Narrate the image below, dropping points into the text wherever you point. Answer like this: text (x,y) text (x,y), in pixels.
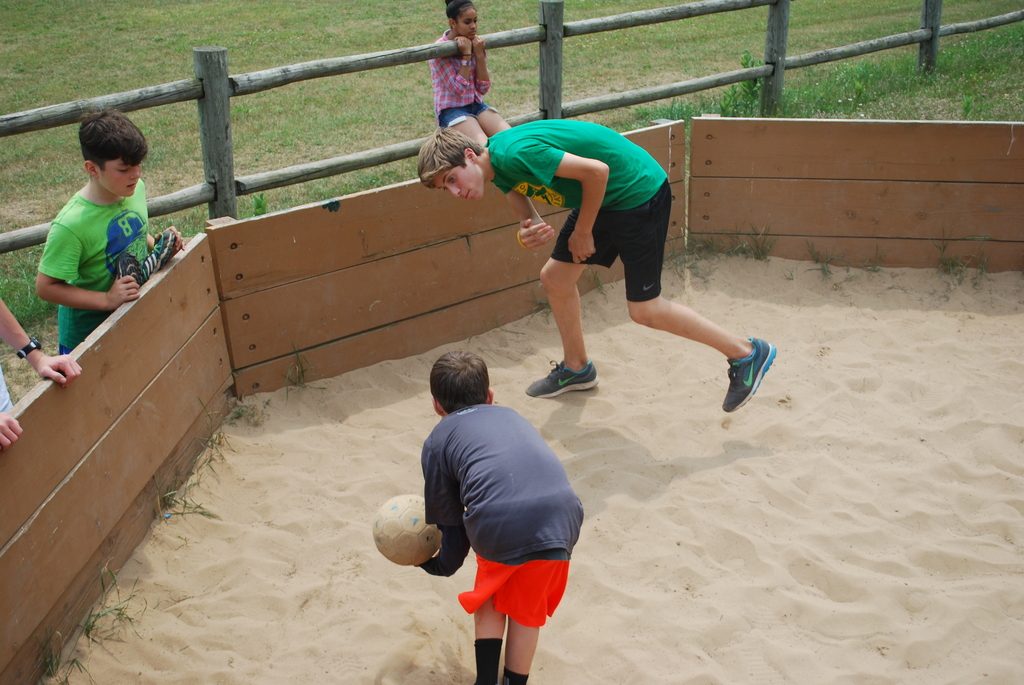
In this image I can see two persons (522,428) playing, one of the person (431,512) is holding a ball (394,533). There are barriers (430,234) and there is a wooden fence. Also there are three persons (59,378) and there is grass (392,74).
